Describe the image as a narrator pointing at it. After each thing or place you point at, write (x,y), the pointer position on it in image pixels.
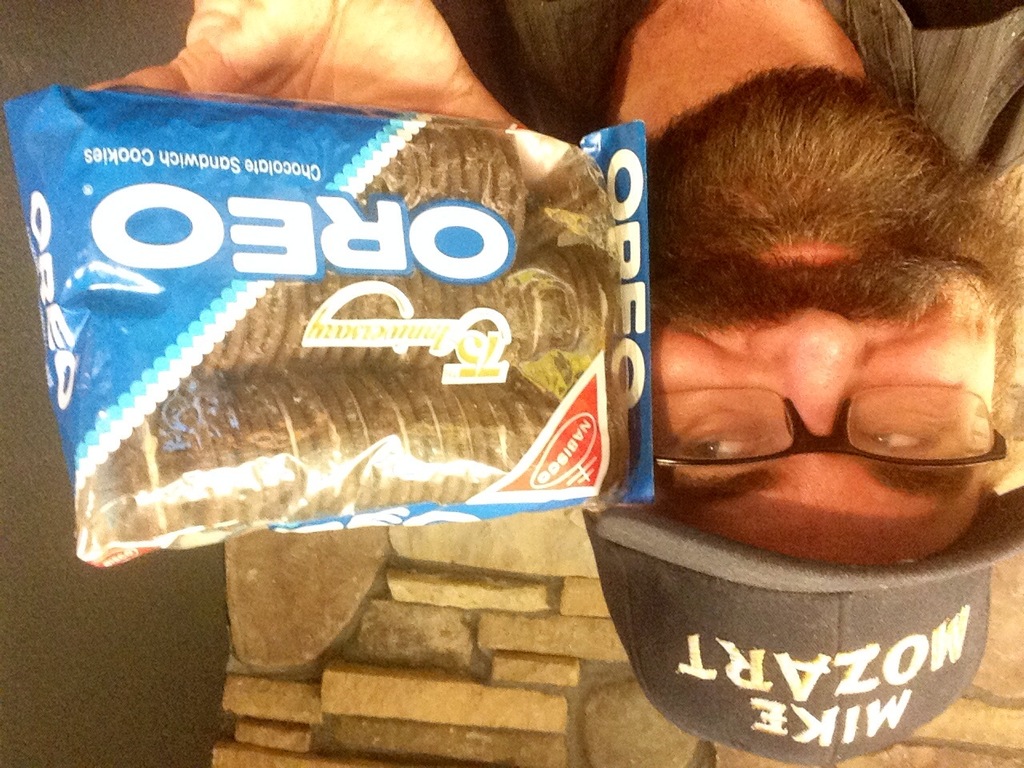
In the image we can see a man (832,125) wearing clothes (872,72), cap (926,608), spectacles (870,399) and the man (898,455) is holding a food item (372,345) in hand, and the food item (410,391) is wrapped in the cover (383,413). Here we can see the stone wall (406,659).
